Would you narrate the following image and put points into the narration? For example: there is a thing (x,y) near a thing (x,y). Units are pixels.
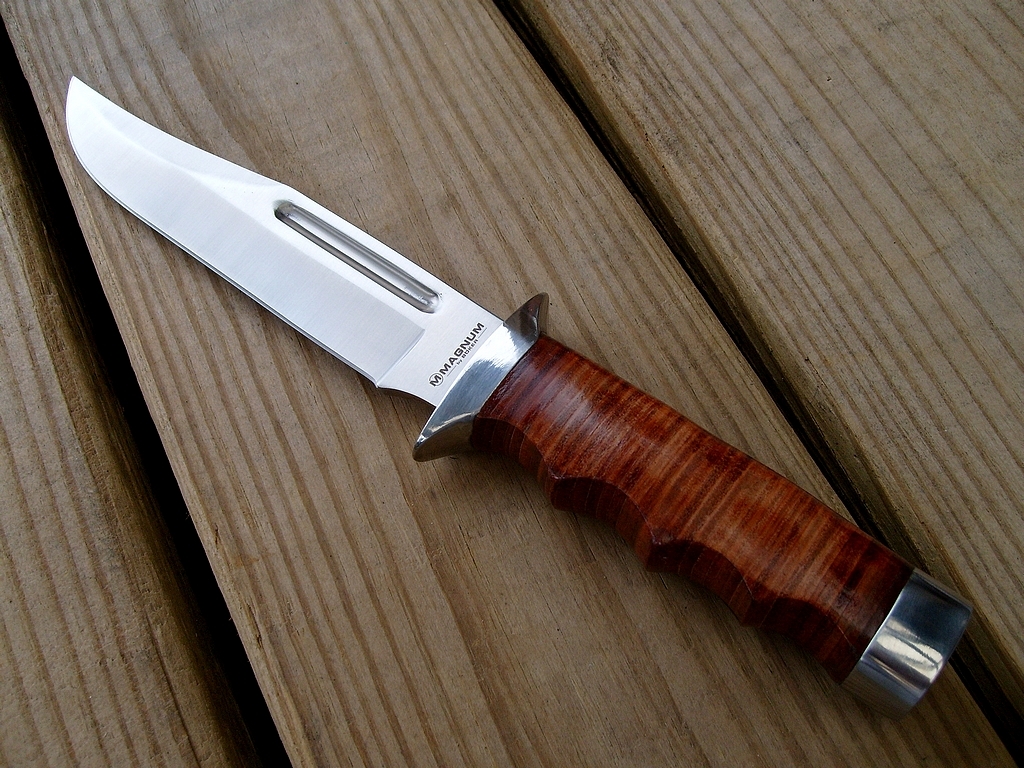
In the image there is a knife (412,382) kept on the wooden table (928,75), the knife holder (606,441) is made up of wood (664,553).
